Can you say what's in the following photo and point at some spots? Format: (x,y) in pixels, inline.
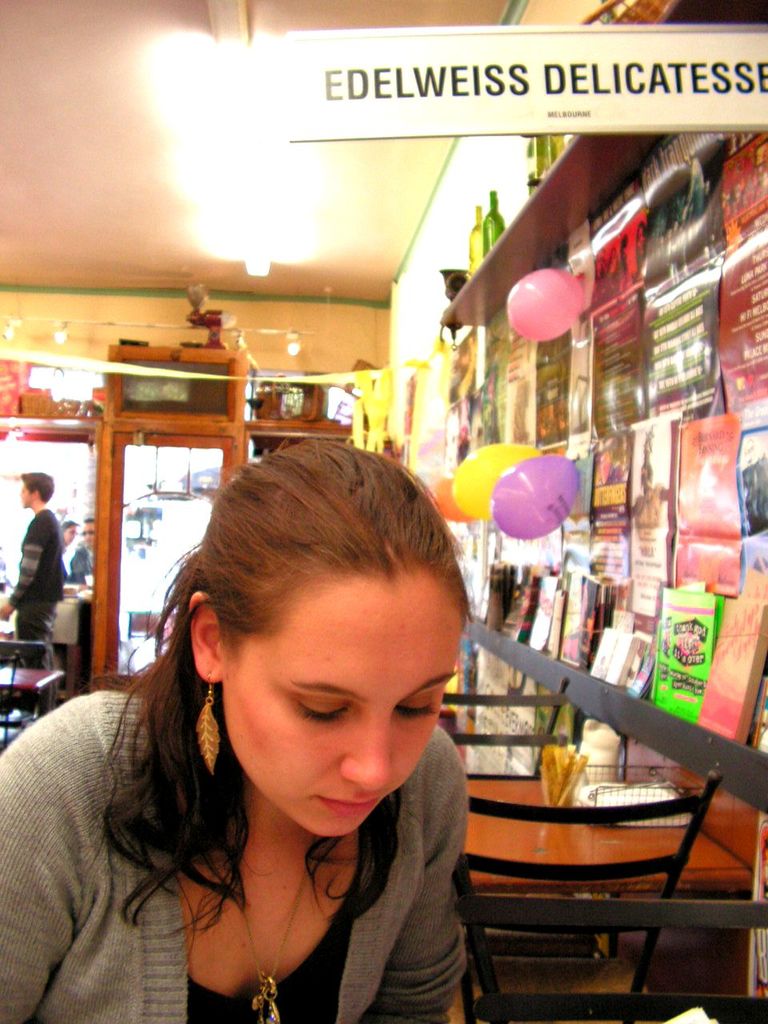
Here we can see few posters (595,556) and bottles (543,142). these are balloons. We can see one women (305,607) wearing a ash colour coat (78,889). on the background (109,530) we can see door (145,548), one person (50,650), chair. this is a light (262,270).
